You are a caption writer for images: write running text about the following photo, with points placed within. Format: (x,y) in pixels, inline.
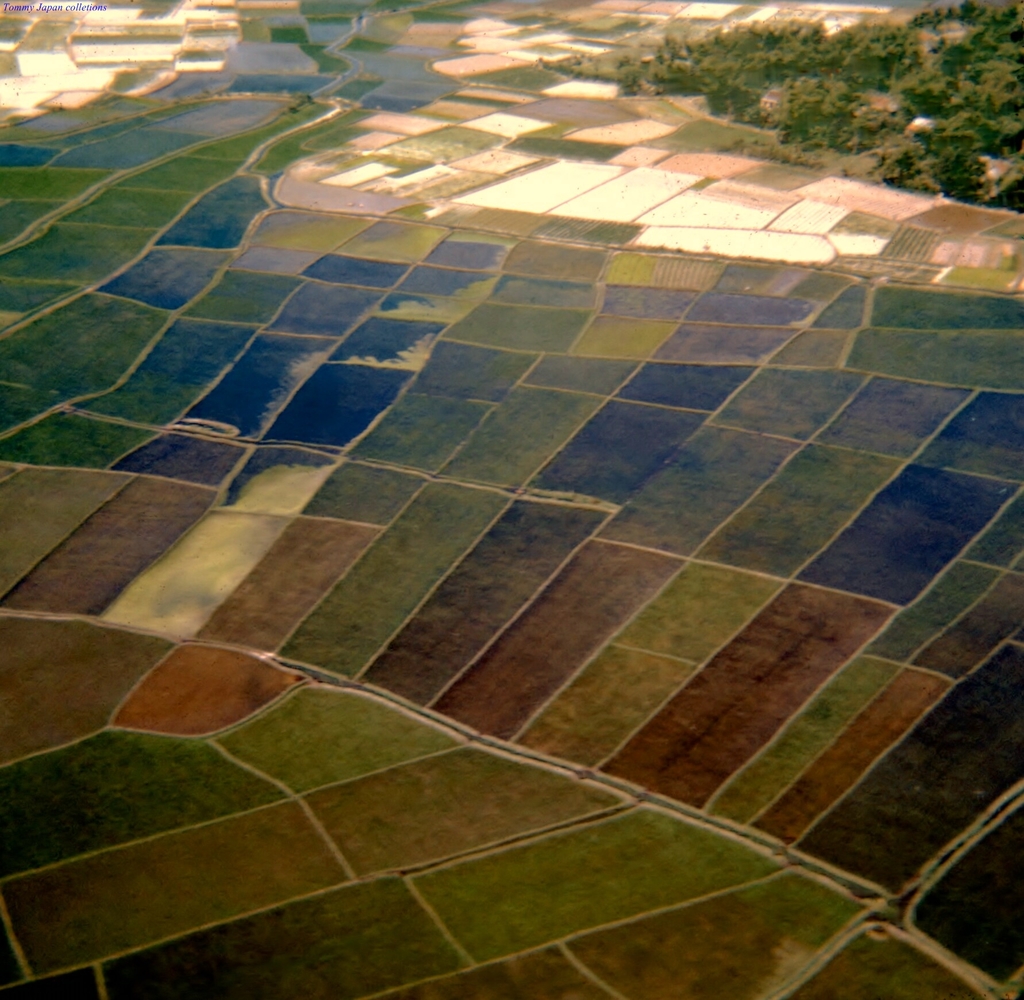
As we can see in the image there are different colors of fields (89,940) and on the right side (870,68) background (964,67) there are plants (832,63).
